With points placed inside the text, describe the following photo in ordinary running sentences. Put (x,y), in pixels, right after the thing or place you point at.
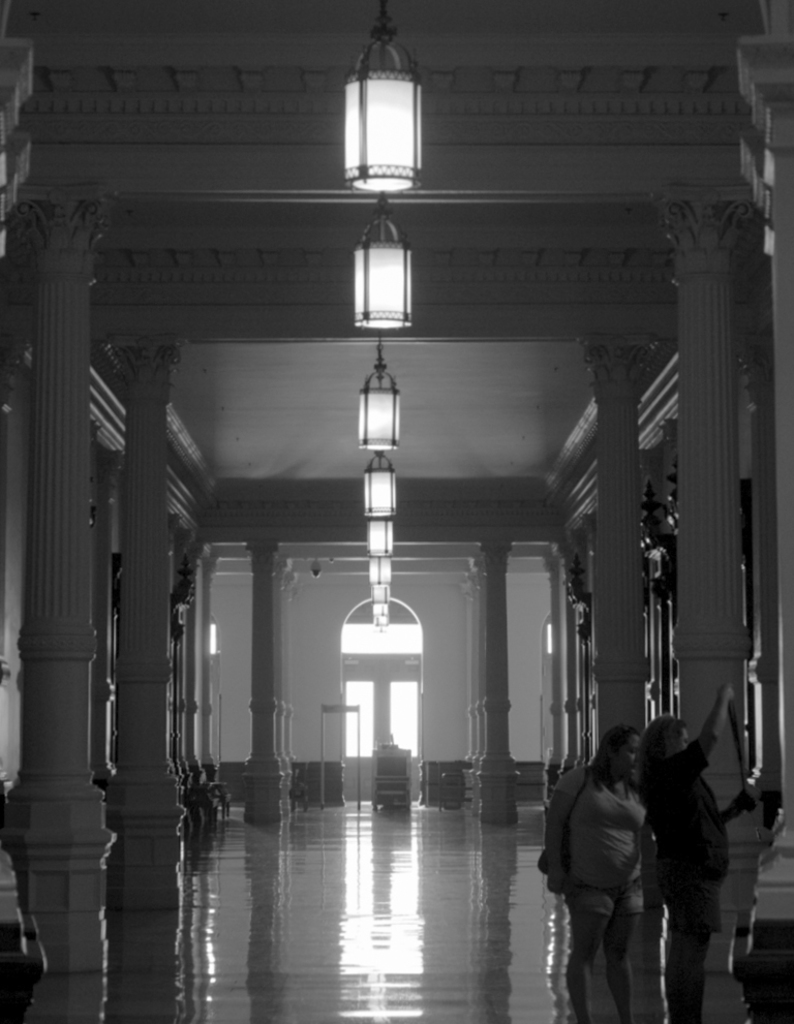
In the bottom right (636,846) there is a woman (590,923) who is wearing t-shirt (624,846), bag (564,830), short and shoe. Beside her we can see another woman (700,896) who is wearing black dress (671,841) and she is holding something in her hand (735,806). On the left (154,615) we can see the pillars (154,736). At the top (356,288) we can see many chandelier (382,310) which is hanging from the roof (341,229). In the background (417,704) we can see some wooden tables (443,773) and door (348,664).
